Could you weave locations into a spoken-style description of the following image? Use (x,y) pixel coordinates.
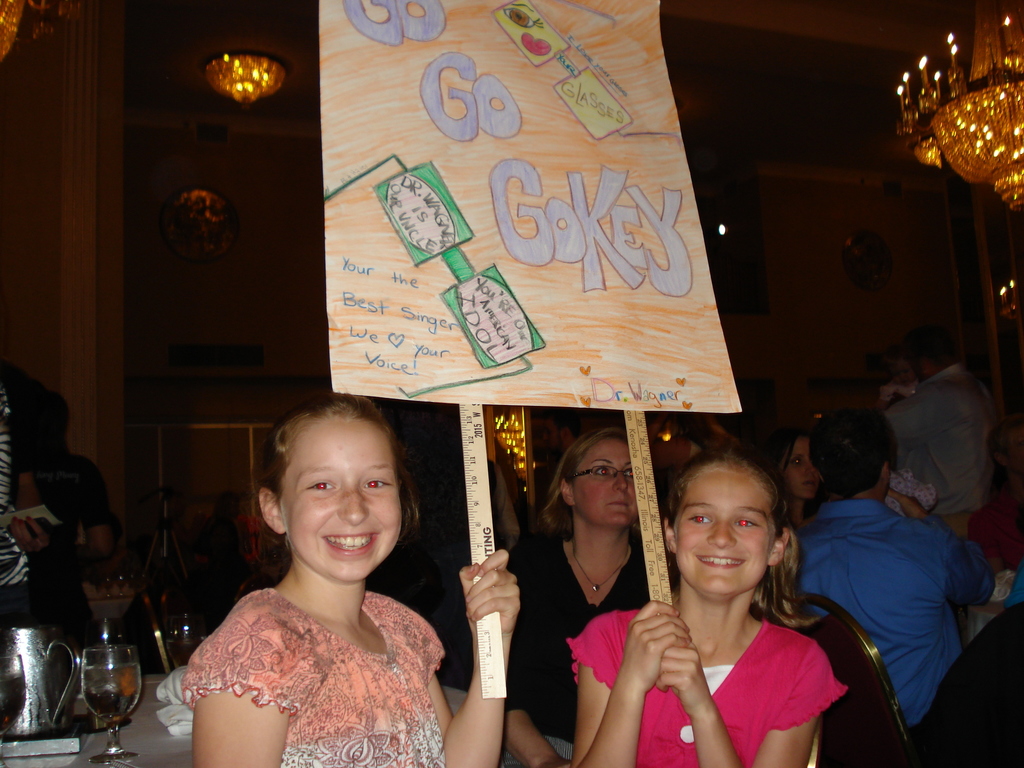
In the foreground of the picture (654,557) there are two kids (477,563) holding a placard (515,313), behind them there are people (906,577), tables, glasses (127,679), chairs (851,674) and other objects (9,645). At the top (998,171) there are chandeliers (260,71). In the background (204,207) there are mirrors (855,277) to the wall (839,266).
